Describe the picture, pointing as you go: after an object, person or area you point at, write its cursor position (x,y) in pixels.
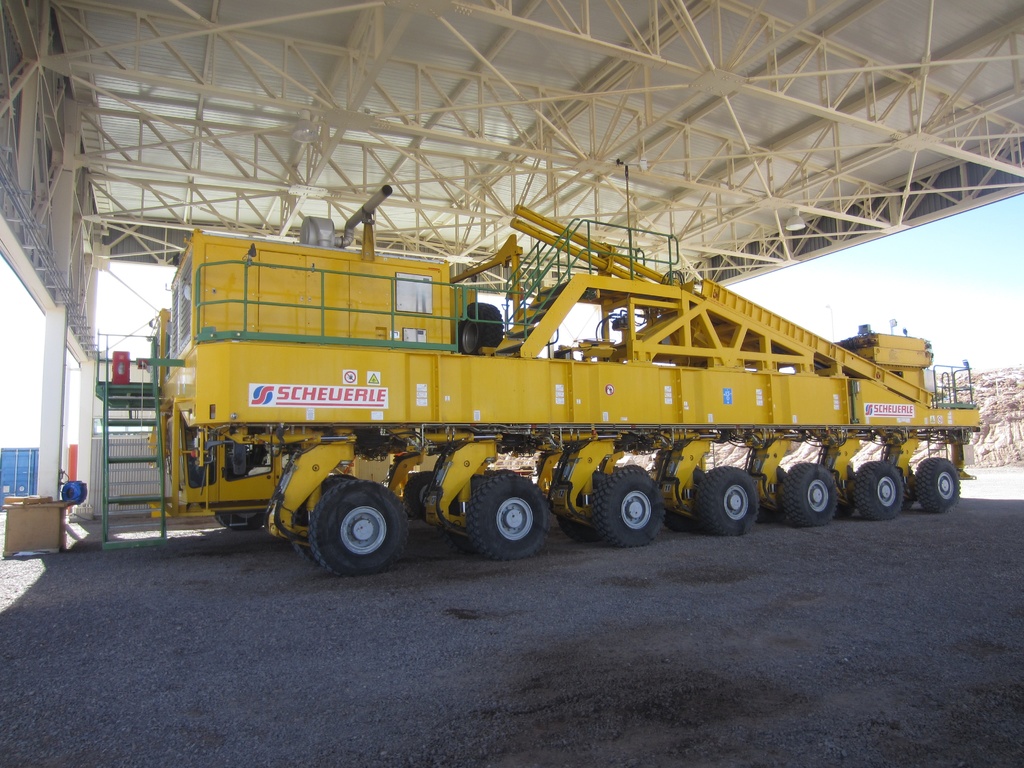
In this image in the center (586,399) there is one vehicle (623,400), at the bottom (686,549) there is road (27,645) and on the left side (27,523) there is a box (43,517) and some objects (122,414) and pillar (53,362). On the right side (989,435) there are mountains (988,388), and at the top (403,108) there is ceiling (403,108) and some poles (763,78) and in the background (954,230) there is sky (931,261).
